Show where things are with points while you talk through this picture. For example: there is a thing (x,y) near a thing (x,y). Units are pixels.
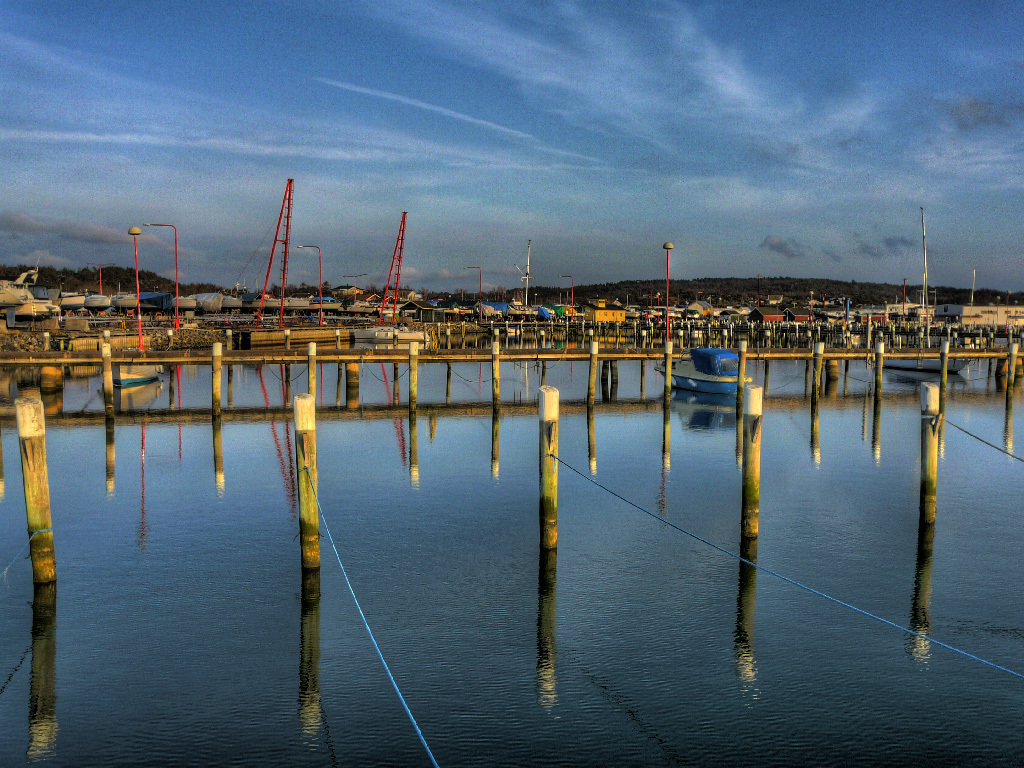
At the down this is water (697,623), at the top (551,137) it's a sky (554,166).
